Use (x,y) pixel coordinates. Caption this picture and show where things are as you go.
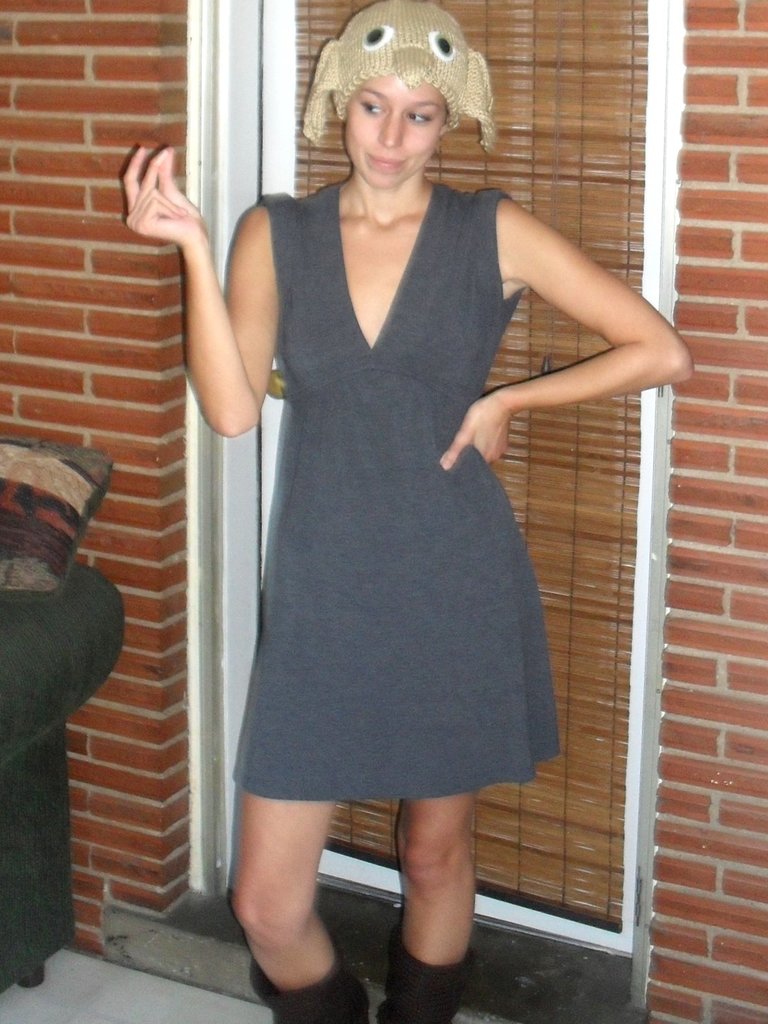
In the center of the image (356,591) we can see a lady (408,654) is standing and wearing costume (385,711). In the background of the image (751,329) we can see the wall (714,345) and door (655,598). On the left side of the image (69,627) we can see a couch (58,629) and pillow (70,527). At the bottom of the image (82,1008) we can see the floor (119,984).
